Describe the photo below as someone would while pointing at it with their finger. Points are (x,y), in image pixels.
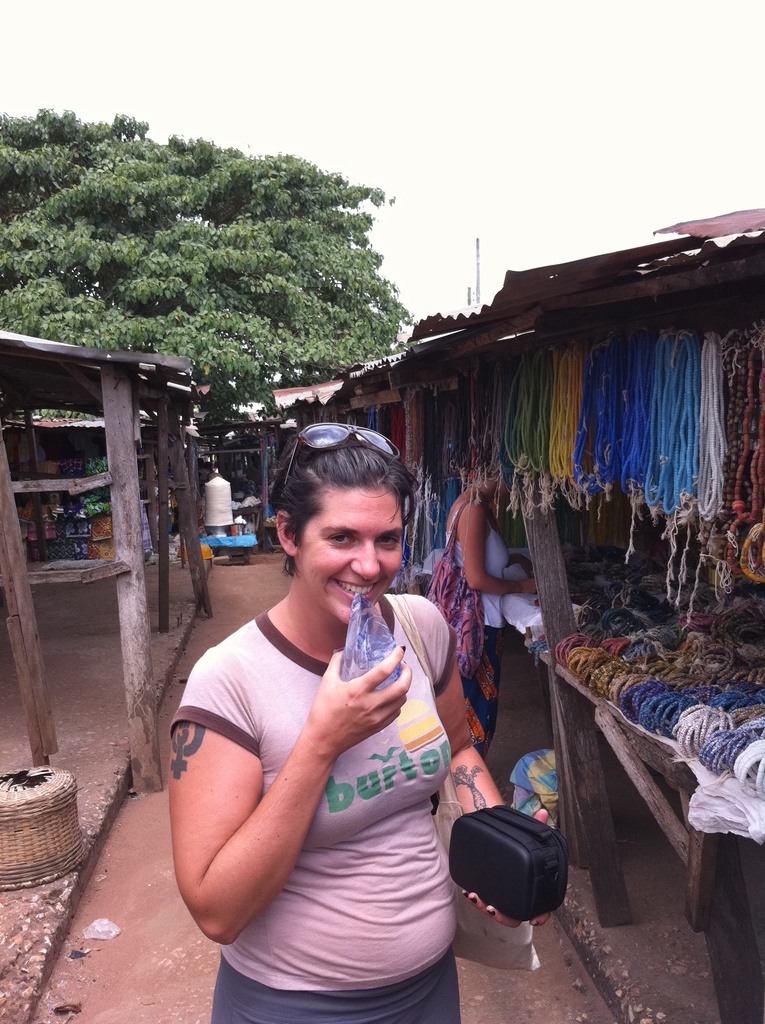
In this image there is the sky (457,139), there is a tree (92,212) truncated towards the left of the image (96,185), there are objects (45,516) truncated towards the left of the image (62,457), there are objects (25,882) on the ground (125,852), there are objects (645,443) truncated towards the right of the image (615,459), there is a person (305,680) standing, there is a person (332,703) holding an object (456,827), the person (413,679) is wearing a bag (463,625), there are objects (669,666) on the wooden surface (629,729).
